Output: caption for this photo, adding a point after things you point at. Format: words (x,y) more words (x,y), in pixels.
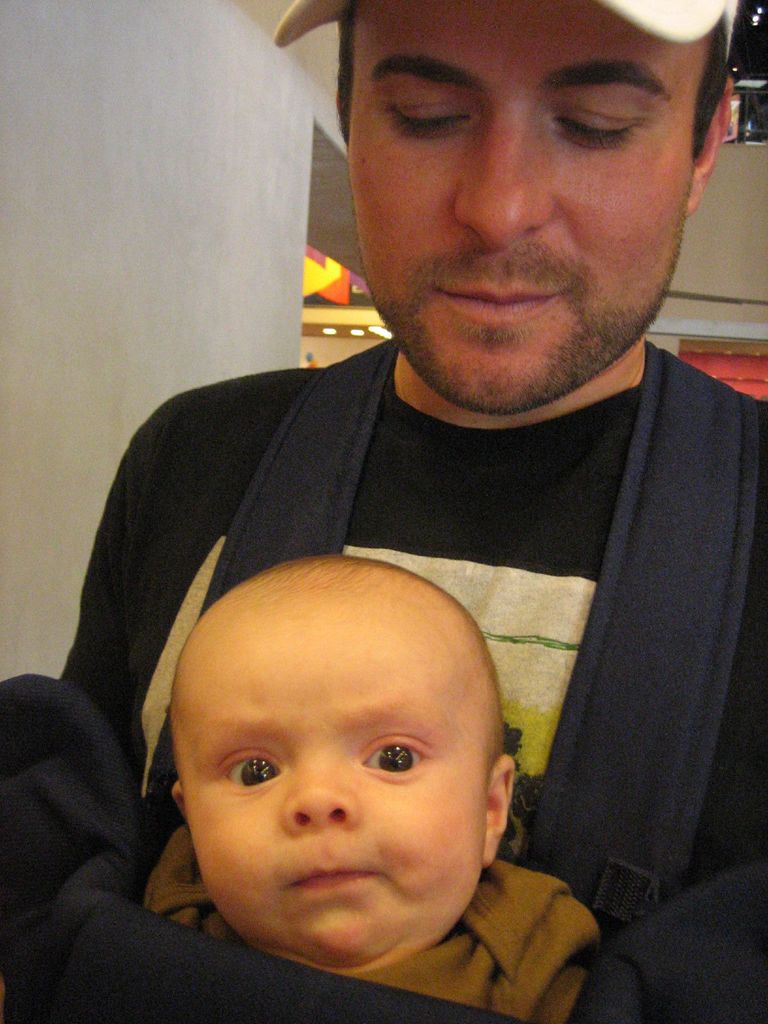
Here in this picture we can see a person (397,329) carrying a baby (407,729) in the kangaroo bag (265,506) present on him and we can see he is smiling and wearing cap (619,7) on him.
